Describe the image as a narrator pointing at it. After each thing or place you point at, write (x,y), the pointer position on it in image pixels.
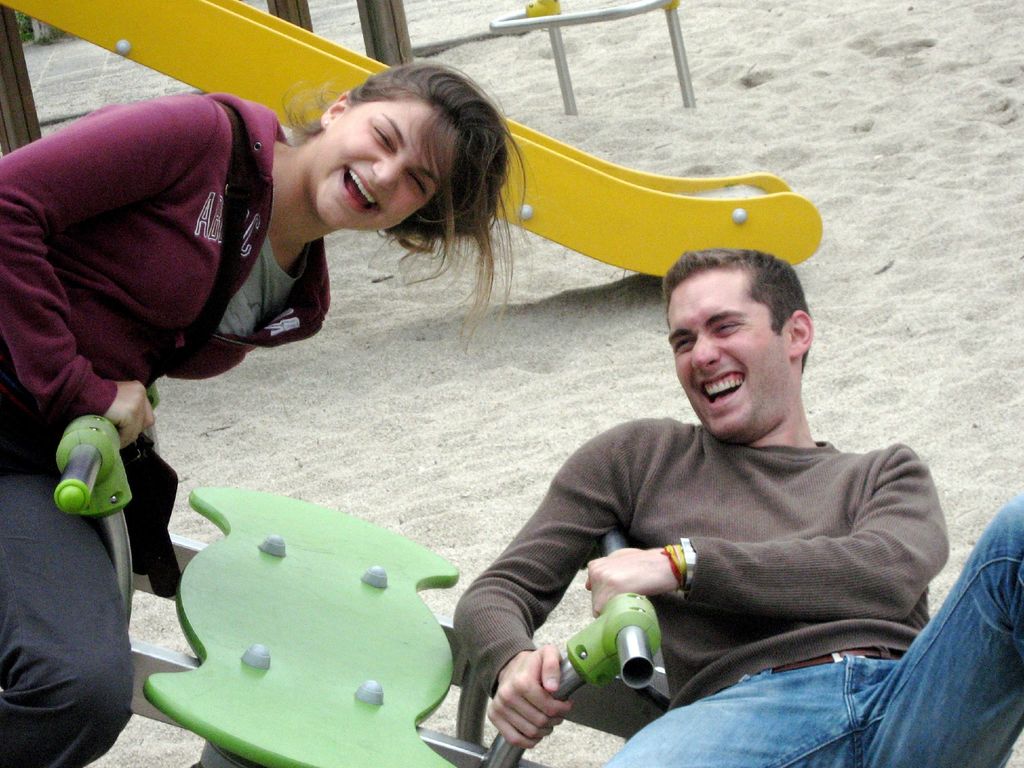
In the center of the image (600,495) we can see two persons (42,522) are sitting on a seesaw (284,637). And we can see they are in different costumes (510,548) and they are smiling. In the background (784,106) there is a slide (648,193), rods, sand (844,136) and poles (16,55).
